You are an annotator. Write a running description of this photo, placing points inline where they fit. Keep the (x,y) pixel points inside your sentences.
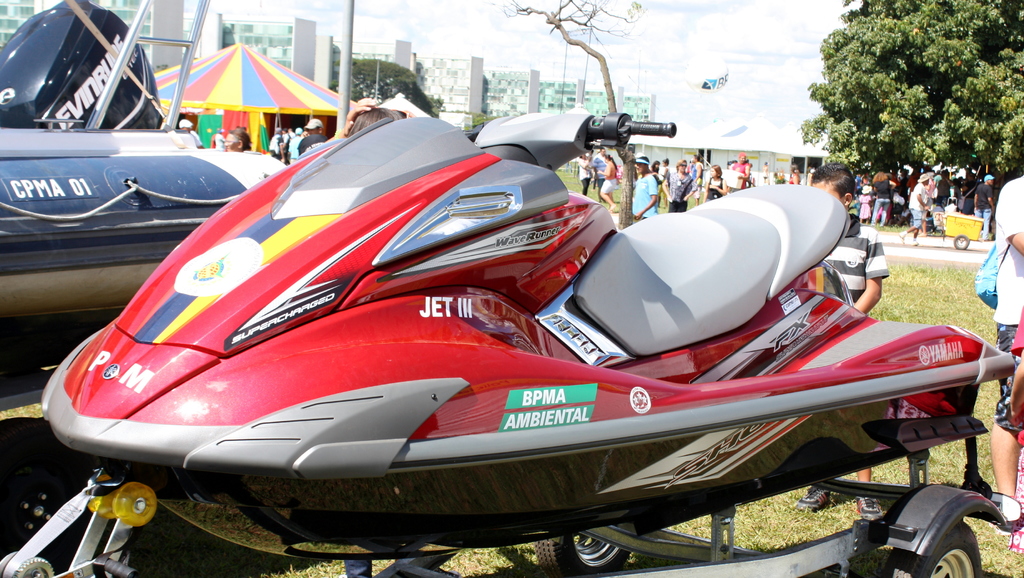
There are vehicles (144,163) with something written on that. In the back (311,123) there are many people (243,134). Also there is a tent (278,98). Also there are buildings (406,57) and trees (887,104). On the ground (933,317) there is grass (791,504).
